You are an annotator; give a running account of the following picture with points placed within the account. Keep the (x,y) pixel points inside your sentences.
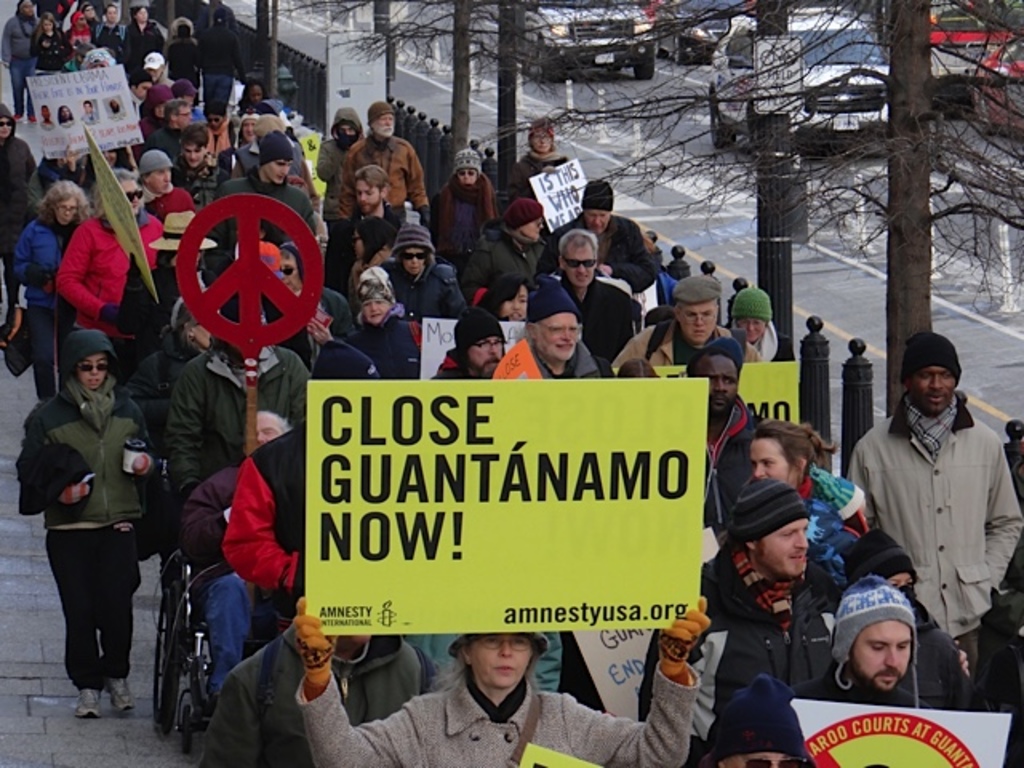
In this image many people (190,326) are walking on the road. They are holding boards (410,492), placards (412,510). There are trees (602,112) beside the road (588,145). There are many vehicles (873,101) moving on the road (645,85). This is the boundary (310,70).
